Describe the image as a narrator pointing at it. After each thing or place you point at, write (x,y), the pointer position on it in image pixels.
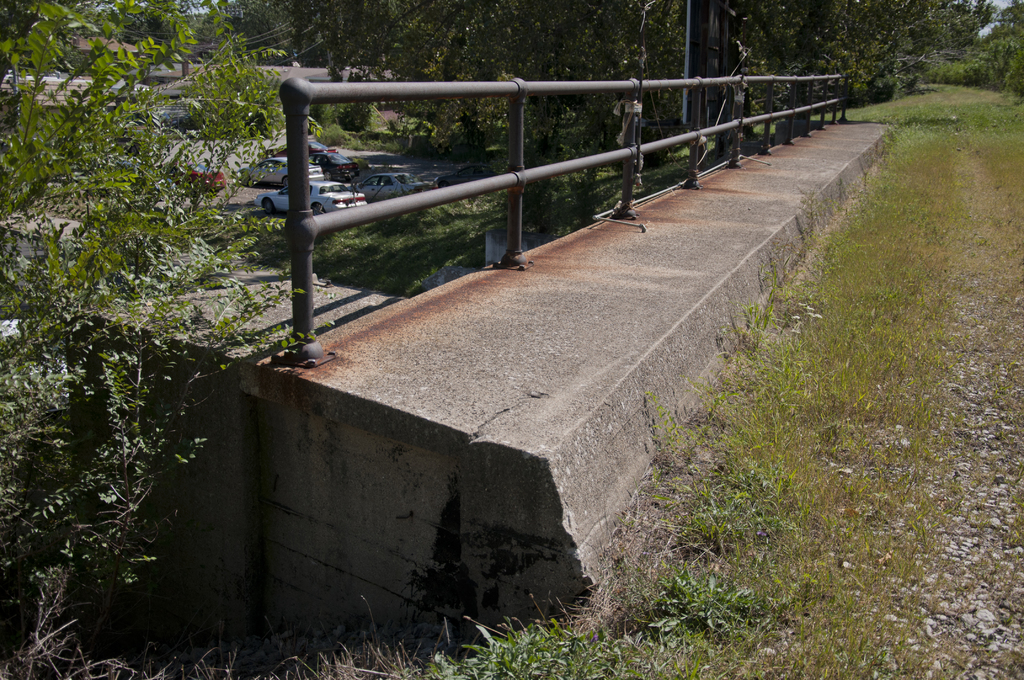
In this image in the front (806,419) there is grass (822,517) on the ground (635,548) and there is a railing (734,99). In the center (470,238) there are cars (263,162), there are trees (491,15) and there's grass (931,97) on the ground (903,99).
